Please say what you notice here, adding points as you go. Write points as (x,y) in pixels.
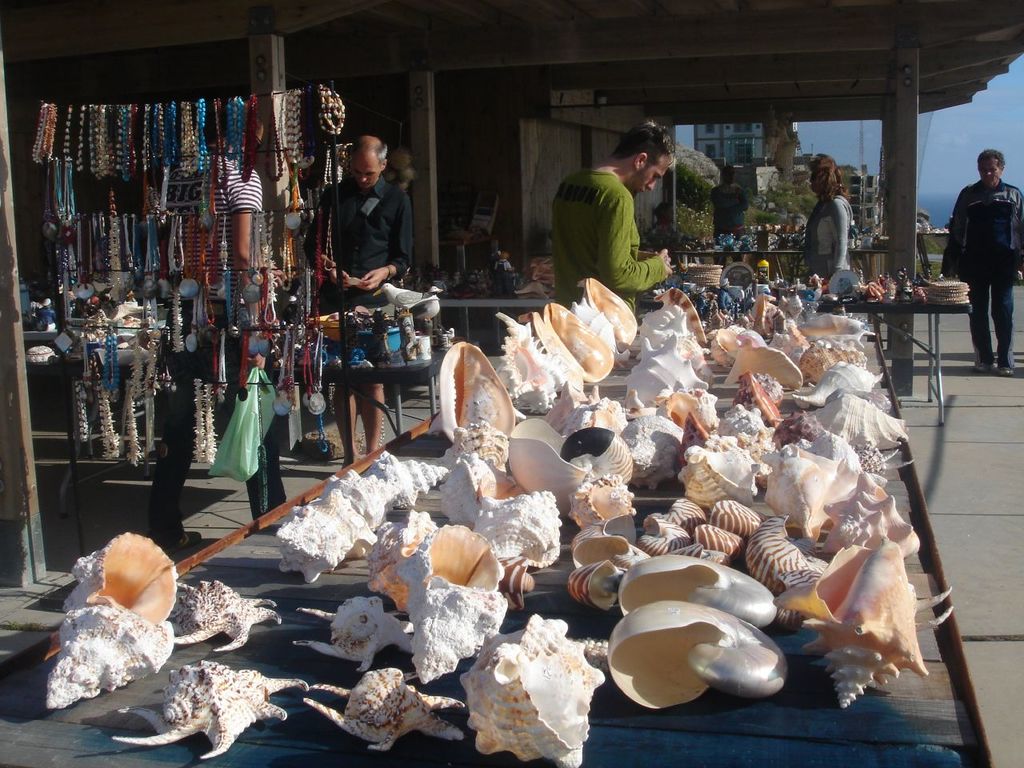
In the picture we can see the shells (445,579) on the table (451,676) and a man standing near it and behind him we can see the ornaments (214,319) near the pole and one man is standing near it and in the background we can see the buildings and the sky (1015,95).
